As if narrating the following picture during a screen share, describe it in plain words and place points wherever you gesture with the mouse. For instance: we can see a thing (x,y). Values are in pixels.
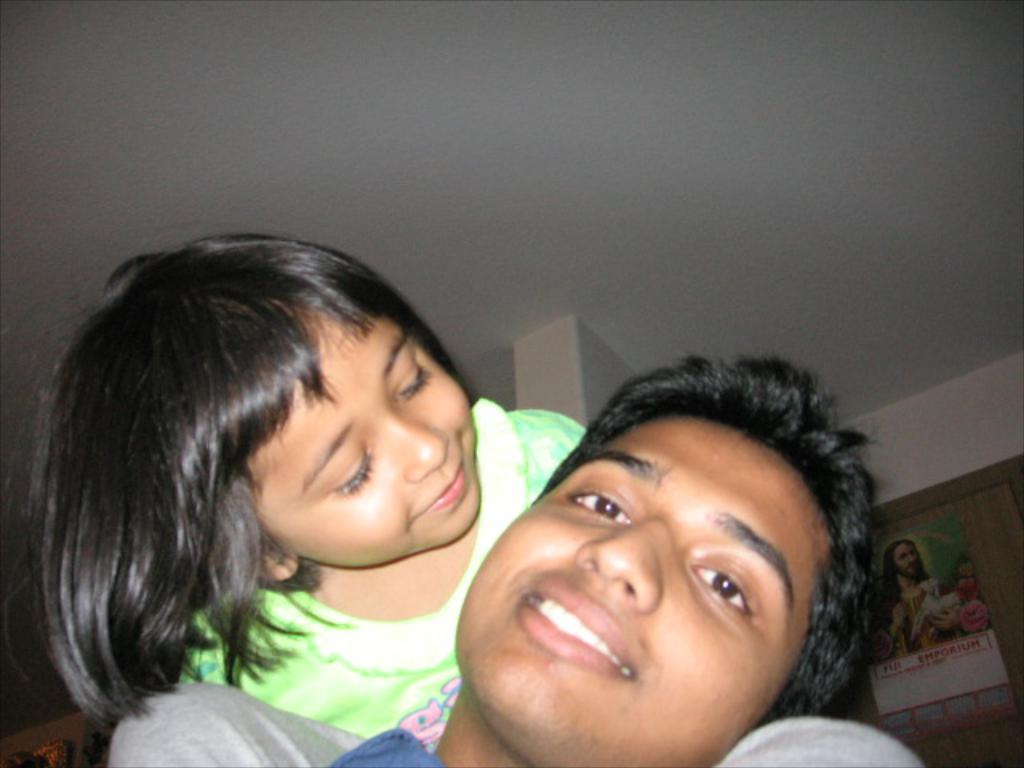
In this image, there is a kid (431,330) wearing clothes (317,646) and looking at the person (634,594). There is a calendar (880,658) in the bottom right of the image (905,634). There is a ceiling (677,193) at the top of the image (599,137).
